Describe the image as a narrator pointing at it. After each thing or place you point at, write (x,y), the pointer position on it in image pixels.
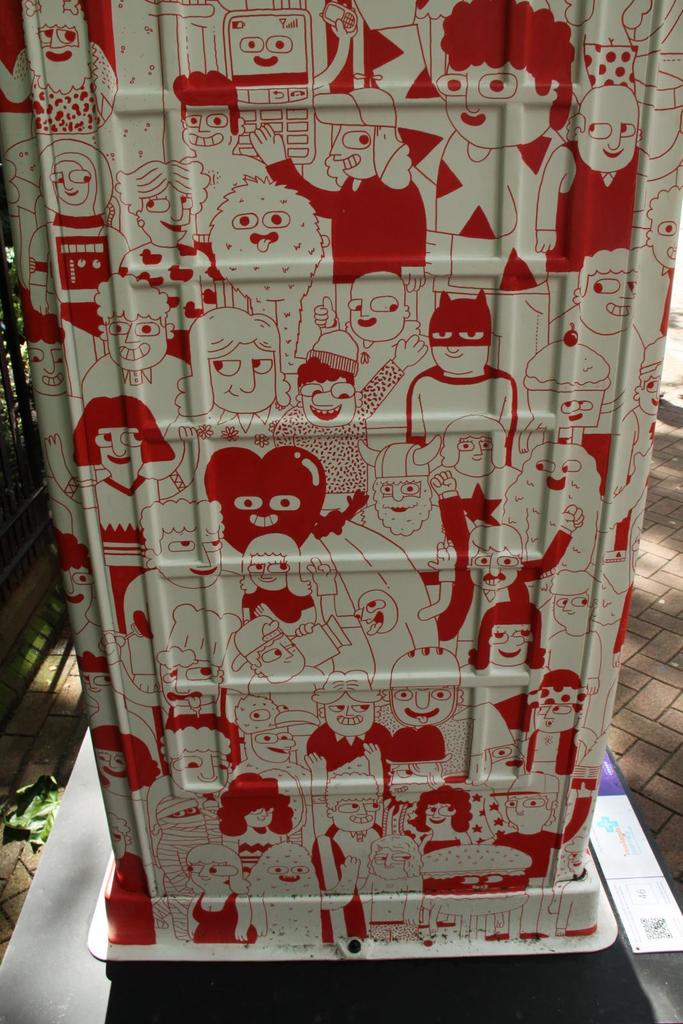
In this image we can see pictures (327,542) on a box (388,374) which is on a platform (315,982) and there is a board (617,875).
